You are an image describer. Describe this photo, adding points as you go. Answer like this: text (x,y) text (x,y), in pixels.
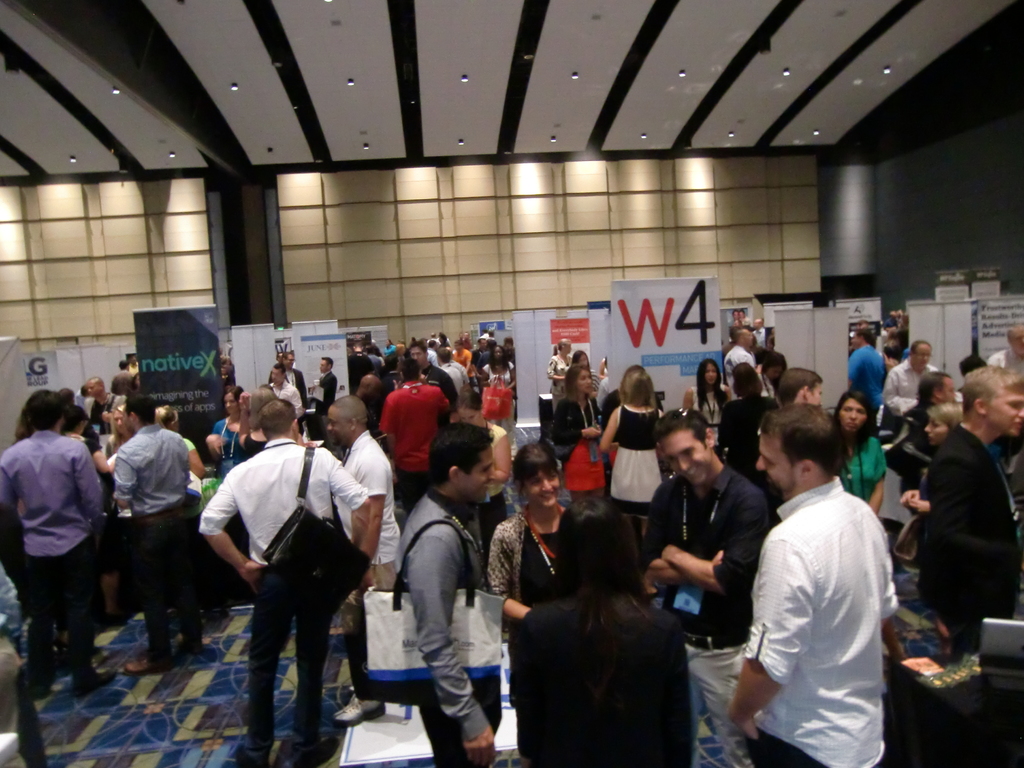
In this image, there are many people (301,445). We can see the ground (141,632). We can also see some boards (626,326) with text (642,339) written. We can see the wall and the roof (461,34) with lights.
